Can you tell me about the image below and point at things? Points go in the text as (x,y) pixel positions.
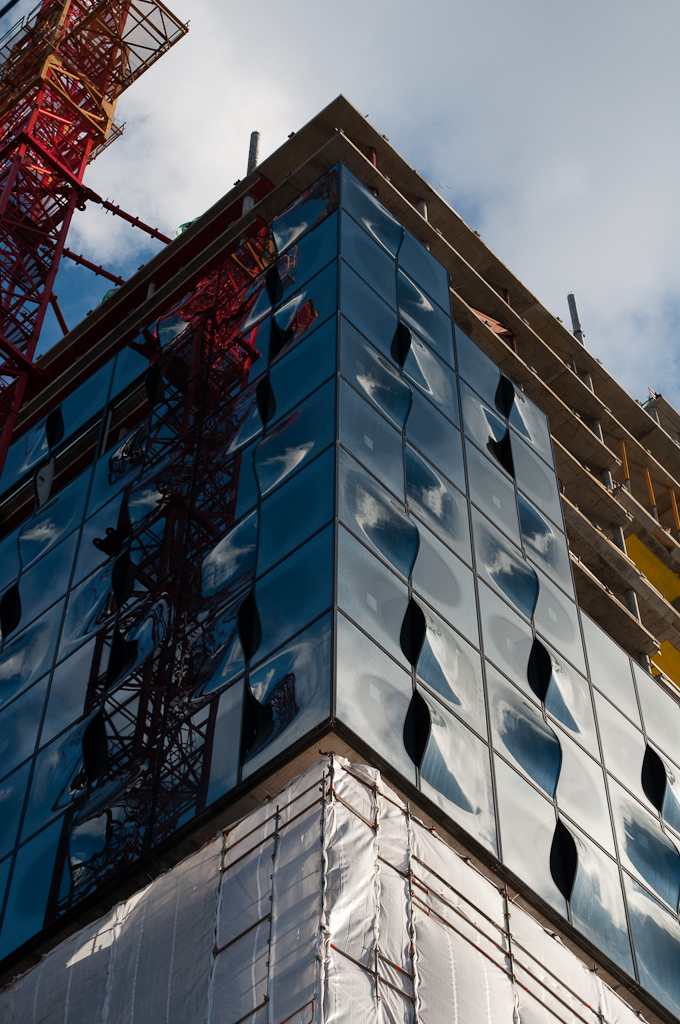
In the foreground of this image (415,733), there is a glass building (305,525) and on the left top (83,116), there is a tower (83,166) and sky (495,72) and the cloud (665,285) on the top (670,292).
